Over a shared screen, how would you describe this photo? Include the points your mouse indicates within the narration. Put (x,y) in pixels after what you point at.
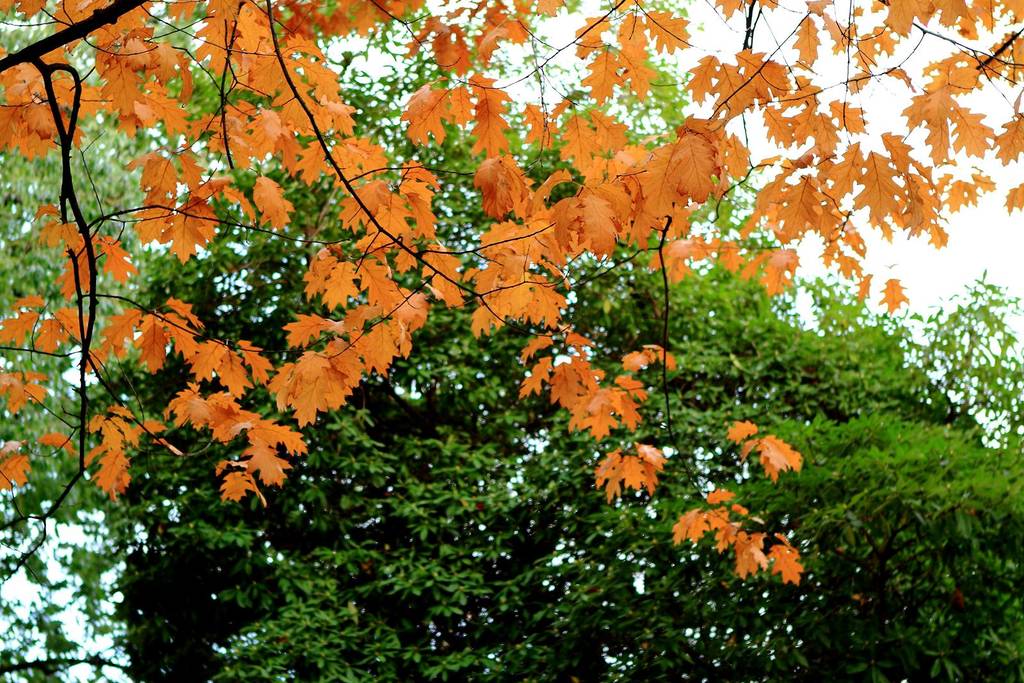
In this picture I can see there are some trees (309,520) and it has orange leaves (322,354). the sky (956,218) is clear.
